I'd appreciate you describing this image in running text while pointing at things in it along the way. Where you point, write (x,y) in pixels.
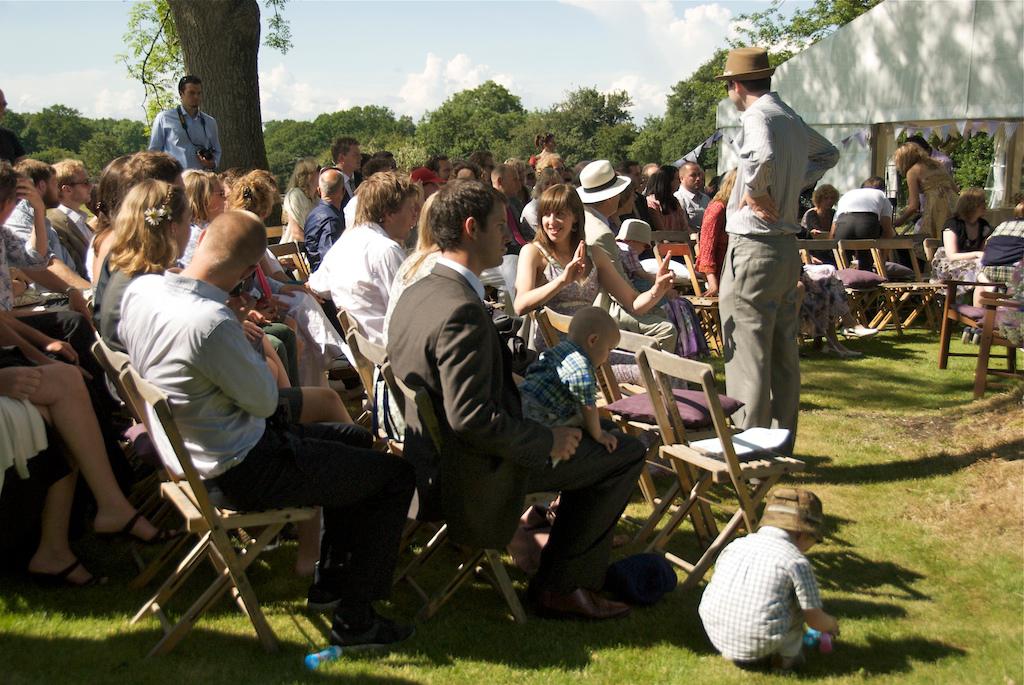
In this picture, we see many people (580,253) are sitting on the chairs (650,378). Here, we see a man (780,253) in the grey shirt (756,144) is standing and he is wearing a brown hat (770,65). At the bottom (630,657), we see the grass (530,673) and a boy (727,640) is playing. On the right side (963,230), we see the people (975,243) are sitting and three people (949,164) are standing. Behind them, we see a building (867,108) in white color. We see a man (194,129) in the blue shirt (180,138) is standing and he is holding the camera (210,147) in his hands (206,164). He might be clicking the photos with the camera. There are trees (367,126) in the background (472,128). At the top (447,42), we see the sky (520,33) and the clouds (627,37).
